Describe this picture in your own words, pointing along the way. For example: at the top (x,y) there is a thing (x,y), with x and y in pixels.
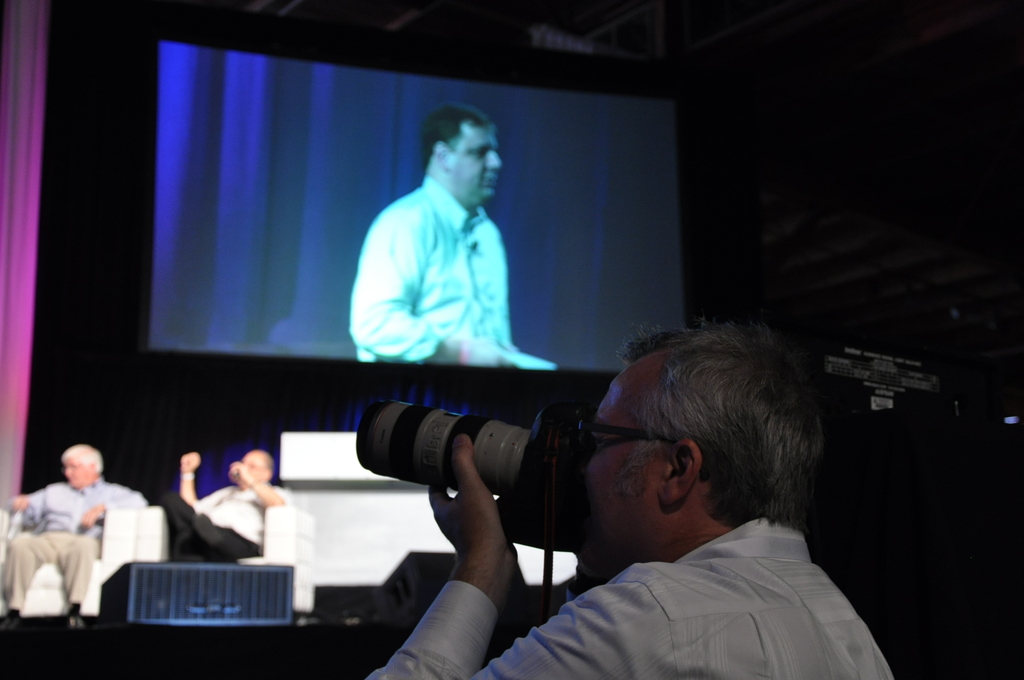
It is a conference two men (78,548) are sitting on the sofa (99,572) on the dais (0,621) and behind them there is a projector screen (457,281) and some image (372,189) is being projected on the screen (429,205), in the front a man (627,598) is standing and taking the photographs.
